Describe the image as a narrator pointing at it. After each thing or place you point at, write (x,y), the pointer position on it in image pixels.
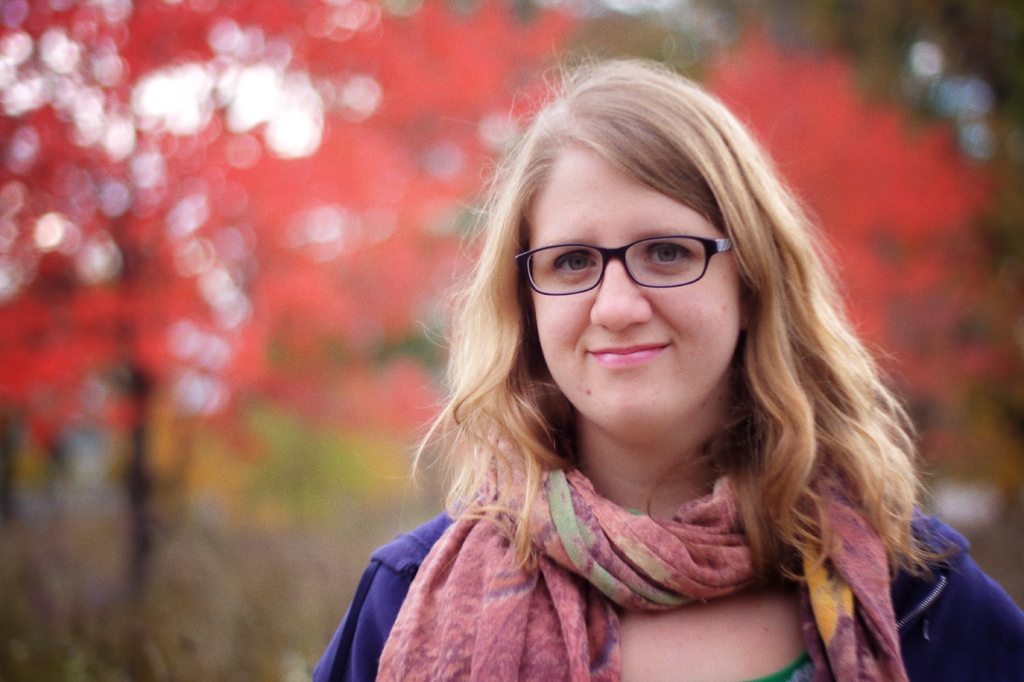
In this image I can see a woman (555,511), I can see she is wearing specs (687,278), purple colour jacket (375,641) and a scarf (605,573). I can also see smile on her face (621,417) and in the background (893,250) I can see orange colour. I can also see this image is little bit blurry from background (675,33).
